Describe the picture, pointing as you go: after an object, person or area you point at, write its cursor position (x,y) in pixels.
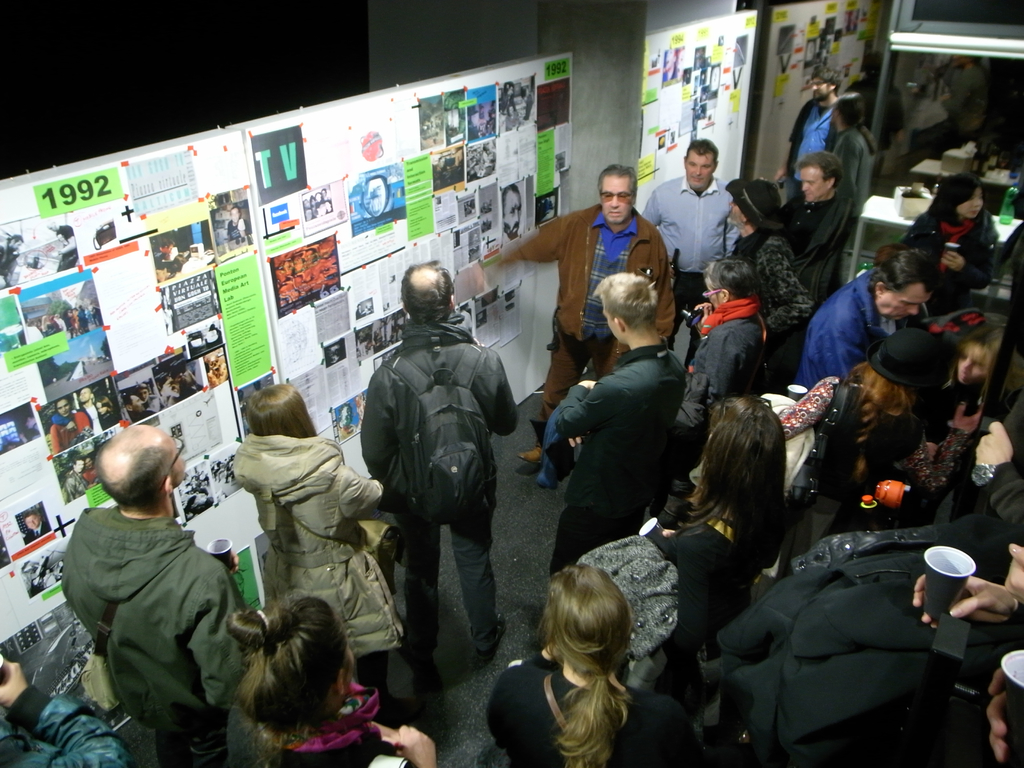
In this image in the middle (473,423) there are many people (693,417). On the left (178,595) there is a man (163,587), he wears a jacket (162,584), in front of him there is a woman (304,534), she wears a jacket (343,550). In the middle (559,378) there is a man (579,231), he wears a brown color jacket (585,271). At the top (504,206) there are many boards (424,240), posters (415,227), papers (497,223). On the right (946,279) there are some people (967,189), tables (892,214), bottles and lights (955,43).
